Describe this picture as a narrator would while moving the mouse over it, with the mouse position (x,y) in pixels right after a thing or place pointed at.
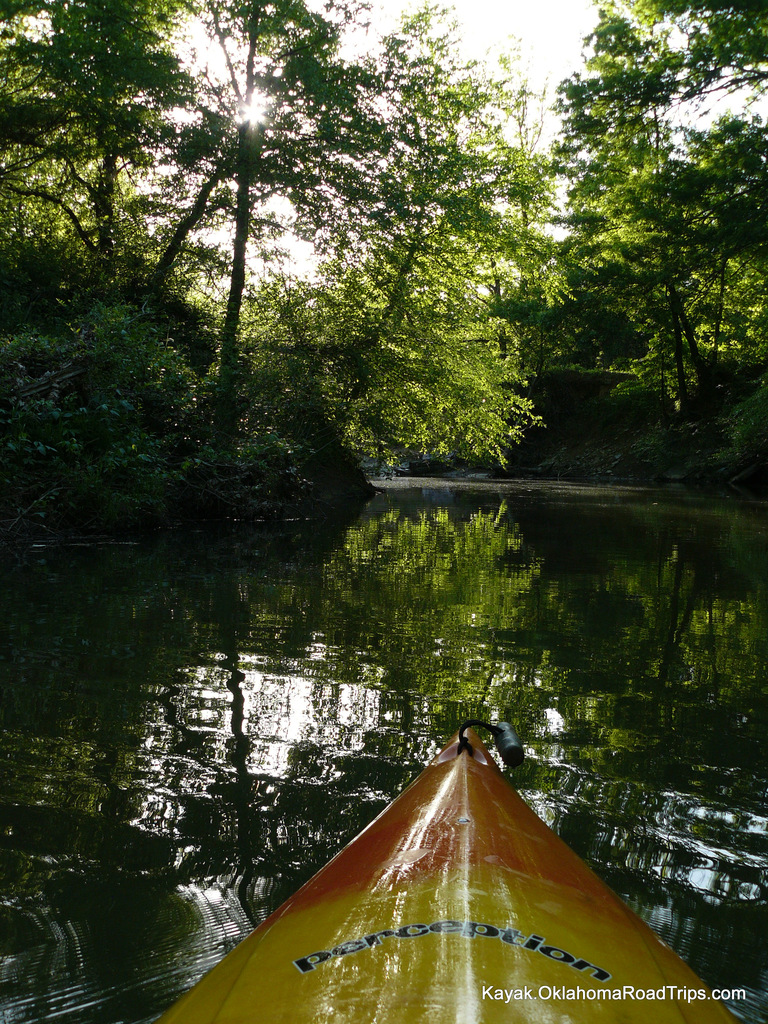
In the foreground of this picture (426,885), there is a front part (477,857) of a boat (512,822). In the background (444,598), there is water (413,563), trees (281,146), sun (248,108) and the sky (543,53).
